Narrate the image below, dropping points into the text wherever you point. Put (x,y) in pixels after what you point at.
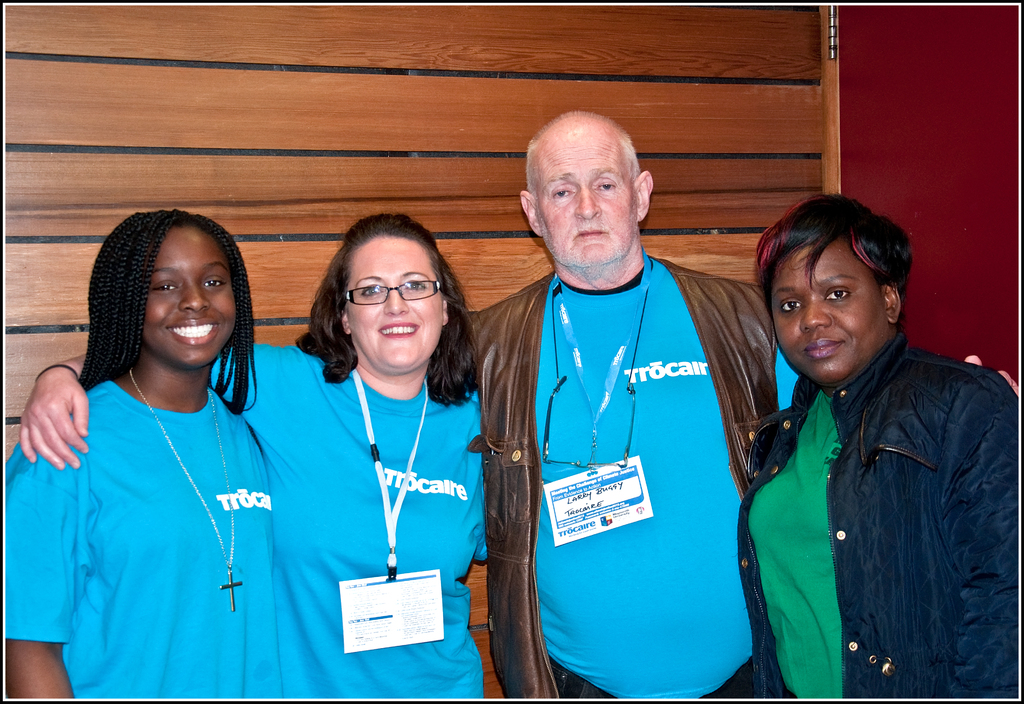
In this image I can see one man (512,378) and three women (309,392) are standing. I can also see three of them are wearing blue colour t-shirt (618,442) and one is wearing green. On the right side (817,292) I can see two of them are wearing jackets (537,649) and in the center (511,460) I can see two of them are wearing ID cards (562,528). I can also see something is written on three people's dresses (342,463). Behind them I can see the brown colour wall (484,86).
